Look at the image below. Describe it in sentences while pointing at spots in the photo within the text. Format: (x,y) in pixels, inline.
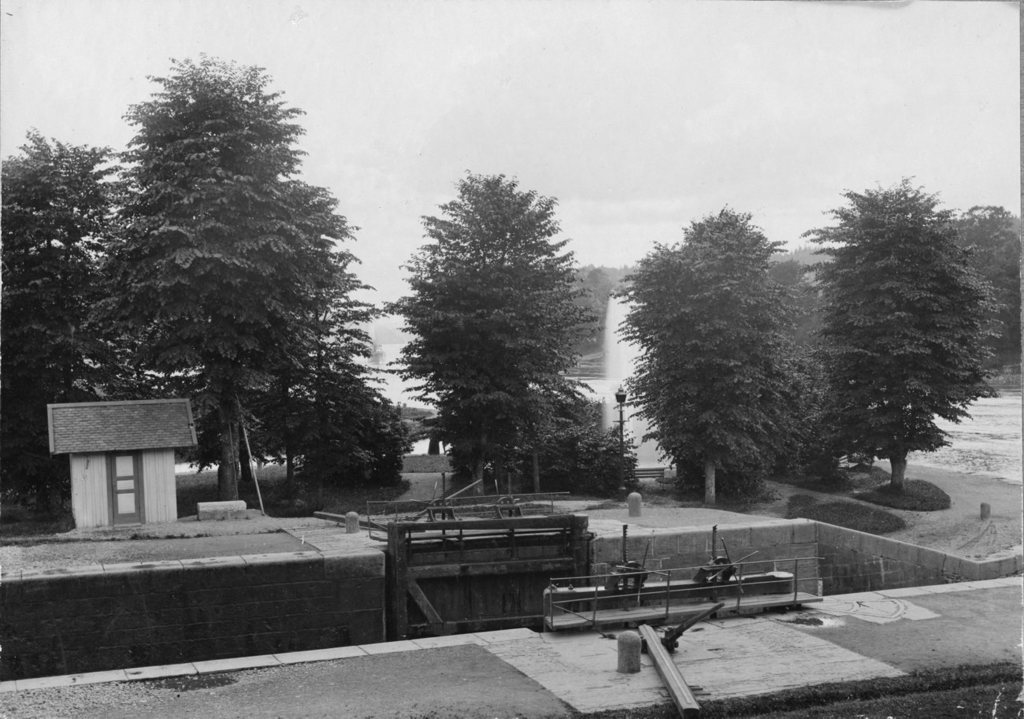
In this image we can see a canal lock (782,644), at the back (312,213) there are trees (513,277), there is a pole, there is a water fountain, there it is in black and white, there is a sky (525,77).
